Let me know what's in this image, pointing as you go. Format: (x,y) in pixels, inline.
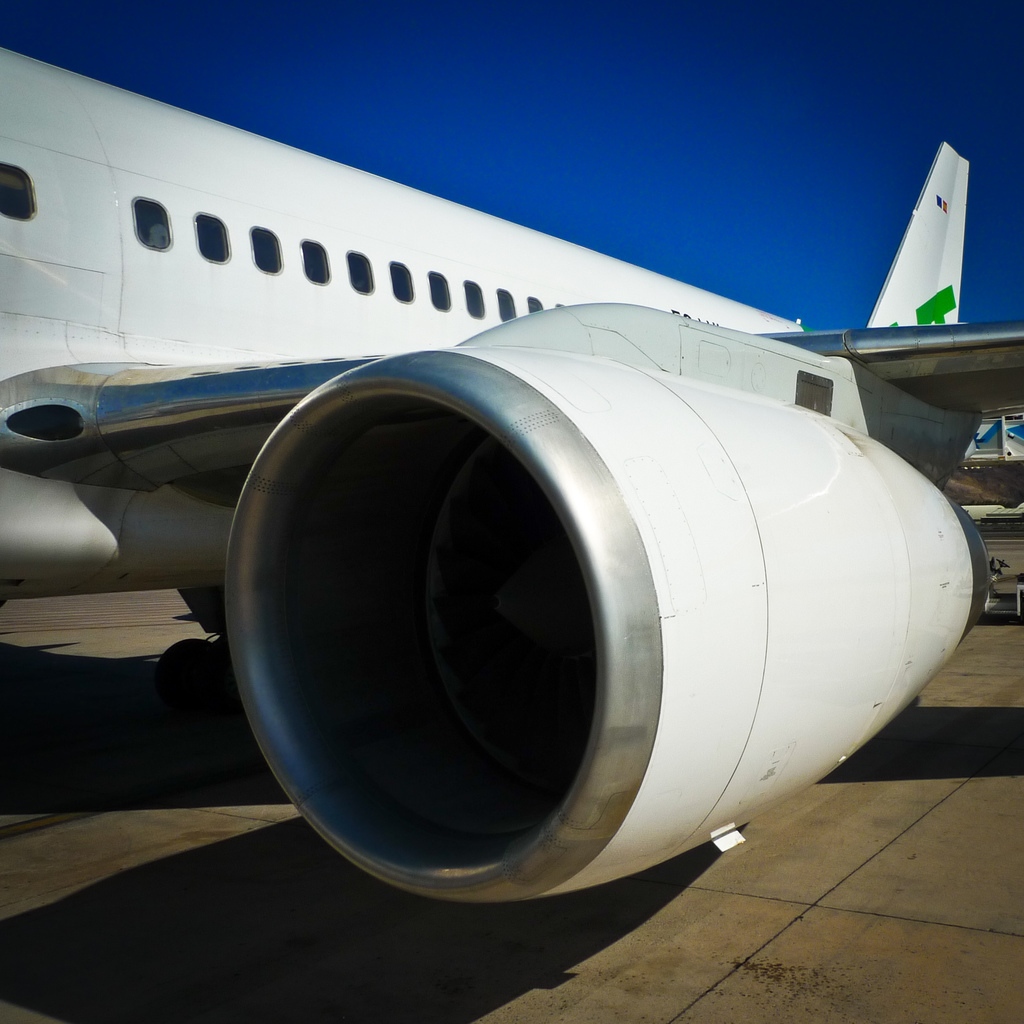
In this image we can see the engine (568,677) of an airplane (292,302). At the top (595,108) there is sky (605,98). At the bottom (373,965) there is floor (464,970).
